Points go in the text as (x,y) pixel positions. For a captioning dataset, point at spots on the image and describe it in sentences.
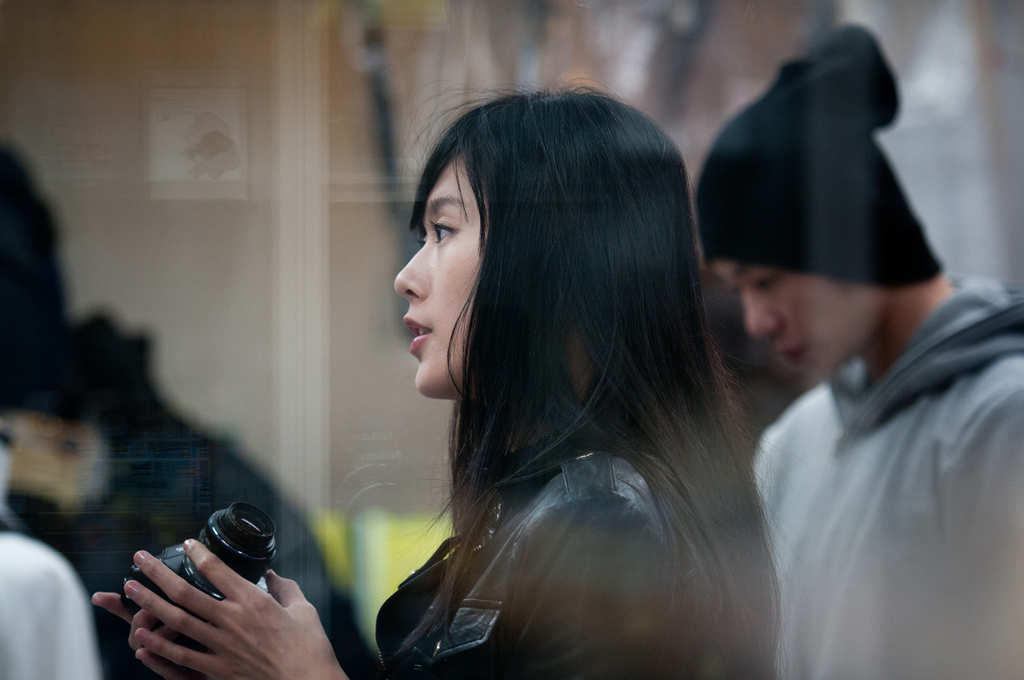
In this picture we can see a women (692,429) with a black color long hair (649,440), she is holding a camera (184,567) in her hands (203,567). Behind to her we can see a man (868,232) wearing a black colour cap (889,169) and standing.
